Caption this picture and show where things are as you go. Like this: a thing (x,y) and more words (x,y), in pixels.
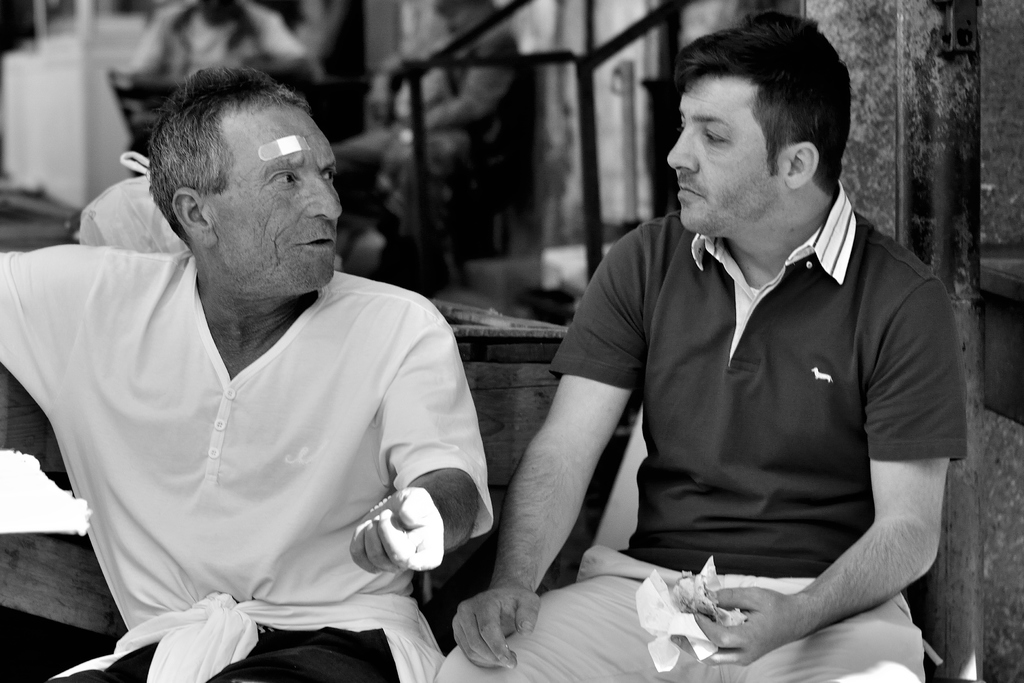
In this image, we can see two men (790,463) sitting, in the background (429,133) there are some people (431,150) sitting.
